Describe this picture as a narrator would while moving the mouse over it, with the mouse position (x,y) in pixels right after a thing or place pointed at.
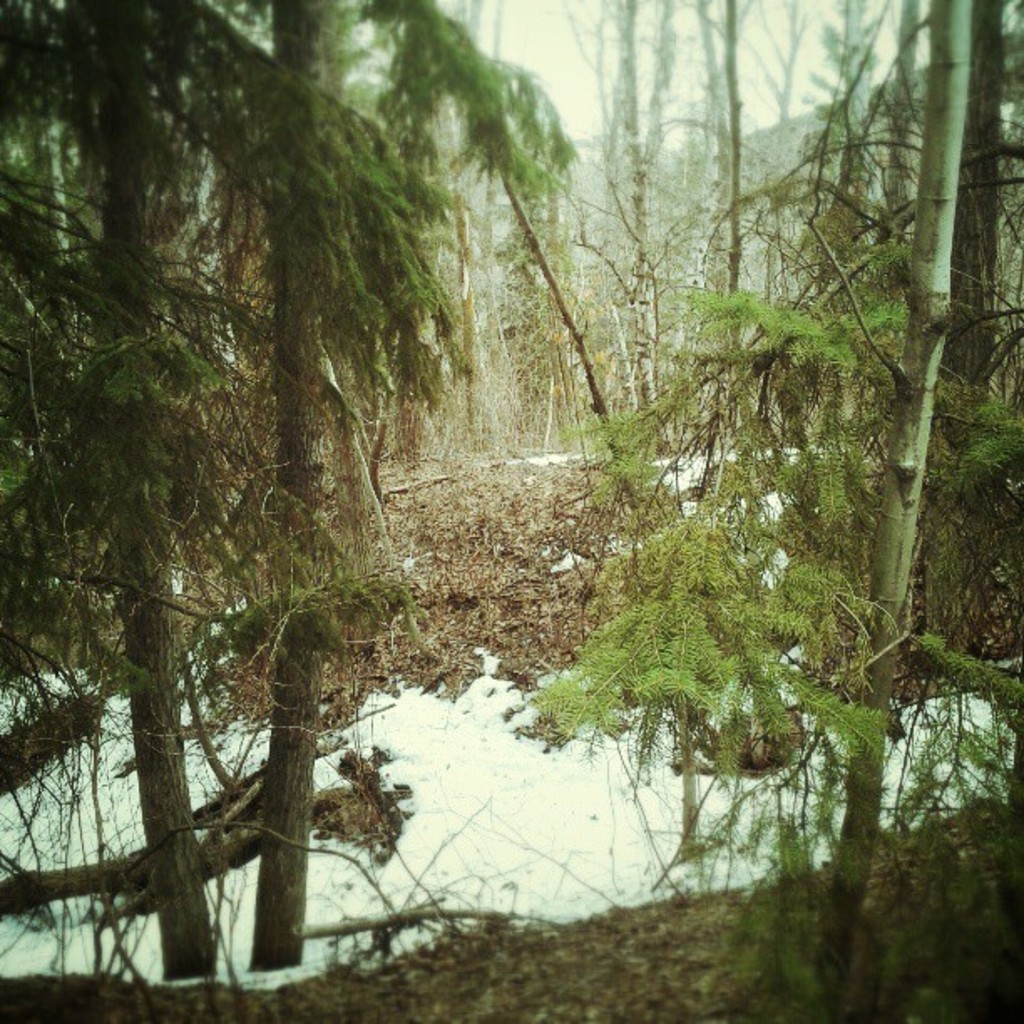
This picture might be taken in a forest (155,428), in this picture there are a group of trees (256,557) and at the bottom (365,839) there is grass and snow (656,833).
